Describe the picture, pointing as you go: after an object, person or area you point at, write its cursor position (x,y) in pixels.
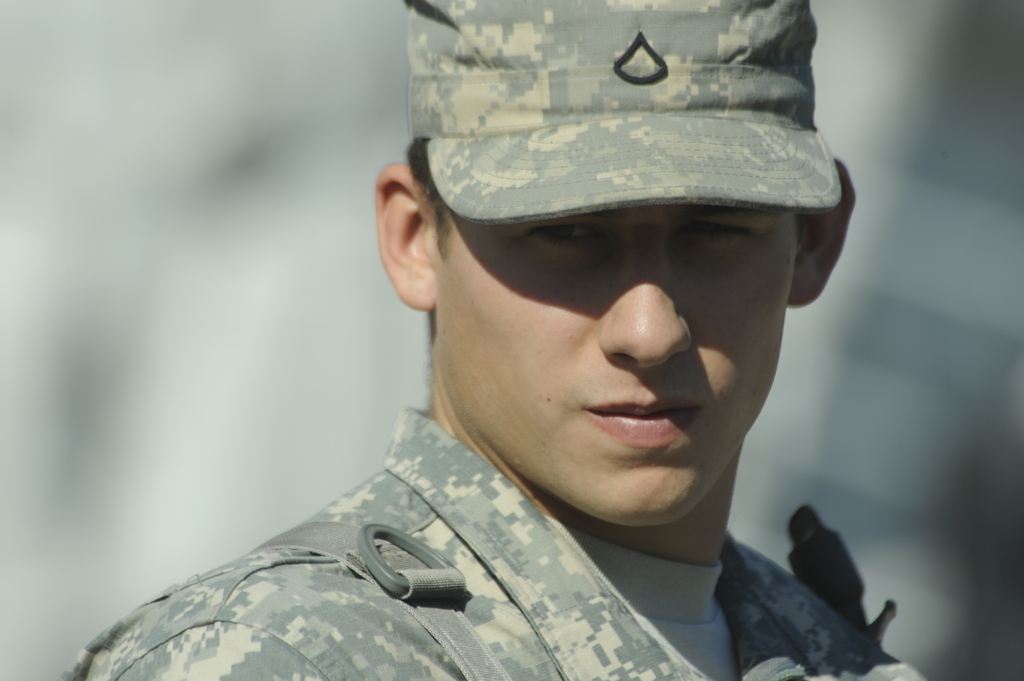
In this image we can see a man (478,393) and the man (535,329) is wearing a cap (616,149). The background of the image (389,373) is blurred.
